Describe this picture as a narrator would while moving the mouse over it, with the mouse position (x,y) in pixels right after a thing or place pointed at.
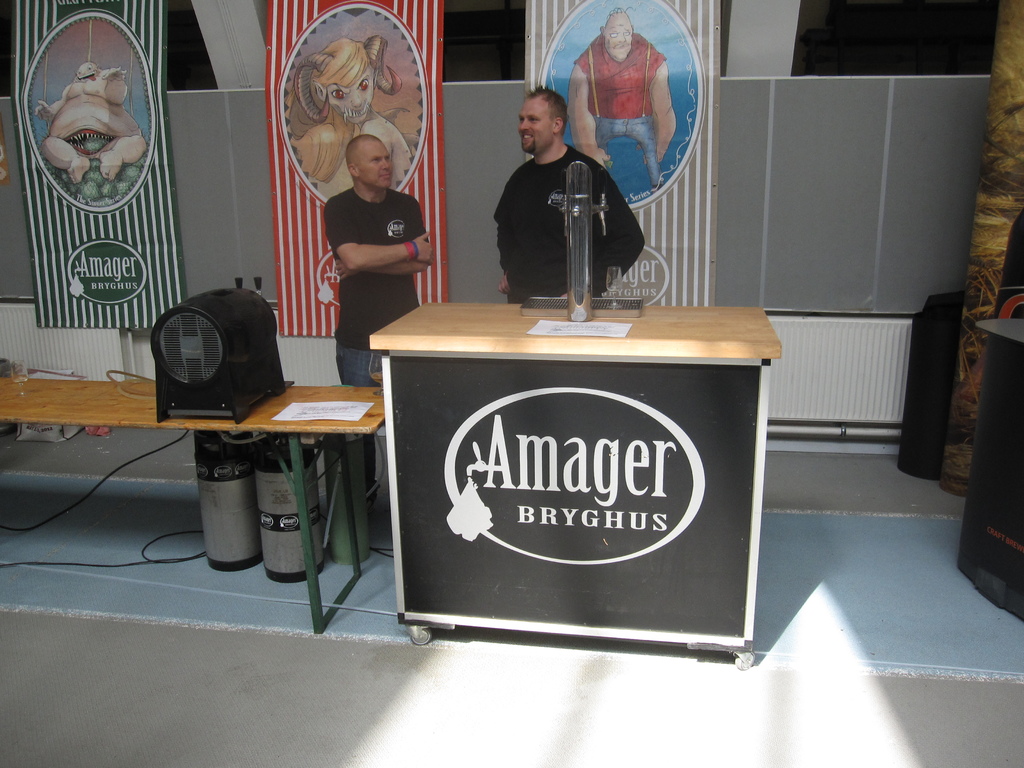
In this image I see 2 men (606,270) standing and there is a table (681,339) in front (743,340) and in the background (151,100) I see 3 posters (139,300) and animated posters (406,143) on it.
